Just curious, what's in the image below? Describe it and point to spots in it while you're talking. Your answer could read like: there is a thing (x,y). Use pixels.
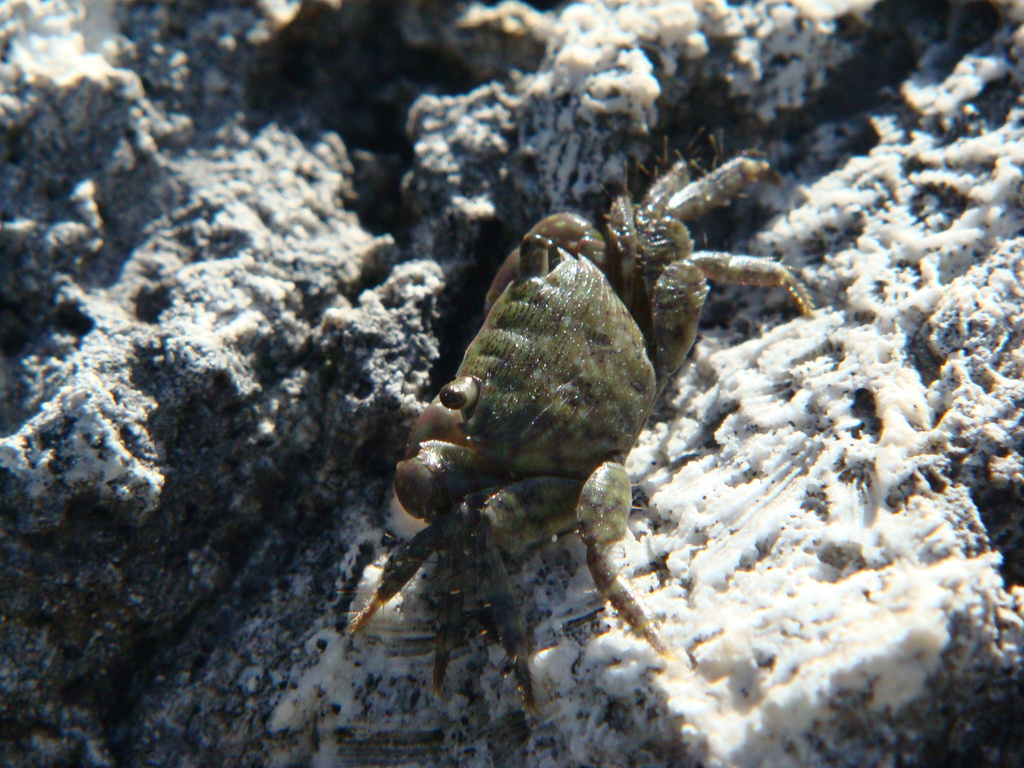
In this image we can see a crab (490,513) on a rock surface (369,683).
